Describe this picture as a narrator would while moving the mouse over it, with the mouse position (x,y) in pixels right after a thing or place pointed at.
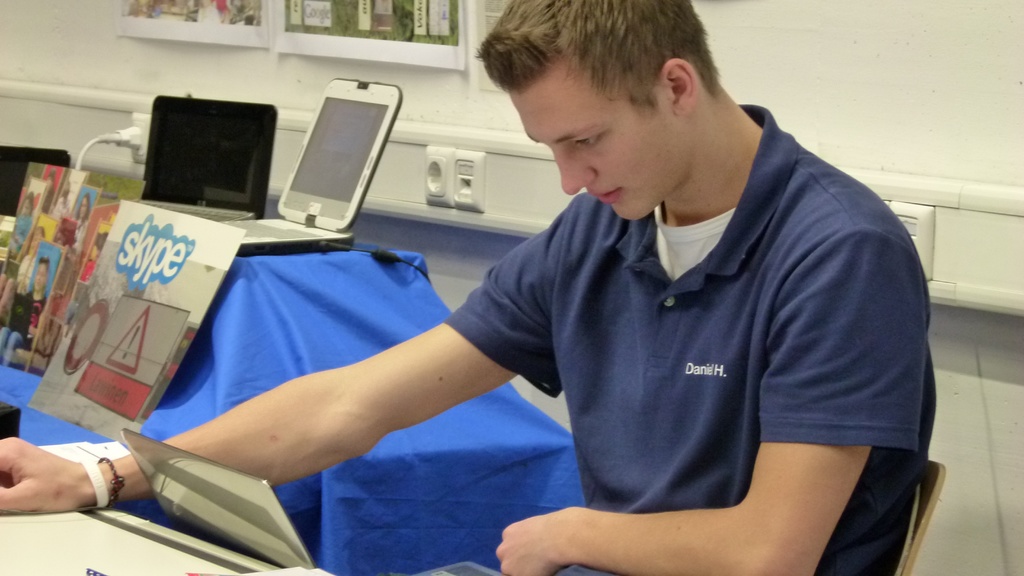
In this image we can see a person (728,461) sitting on a chair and watching a laptop (223,529). In the background of the image (233,85) there is wall (229,66). There are posters (315,28) on the wall (142,42). There are laptops (271,531) and papers (134,294) on the blue color surface (288,347).
